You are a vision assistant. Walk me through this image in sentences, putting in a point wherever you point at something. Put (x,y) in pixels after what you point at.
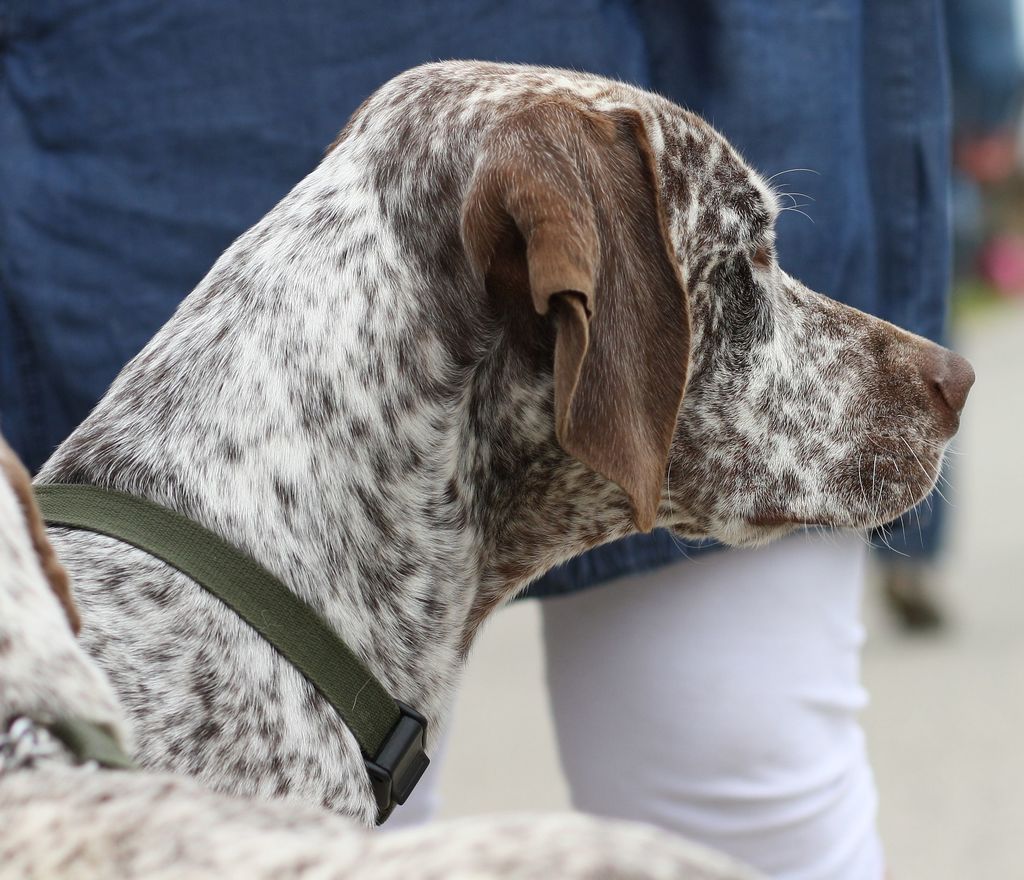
In this picture I can see a human (9,51) standing and couple of dogs (319,500) they are white and brown in color and I can see a belt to its neck (412,395).
